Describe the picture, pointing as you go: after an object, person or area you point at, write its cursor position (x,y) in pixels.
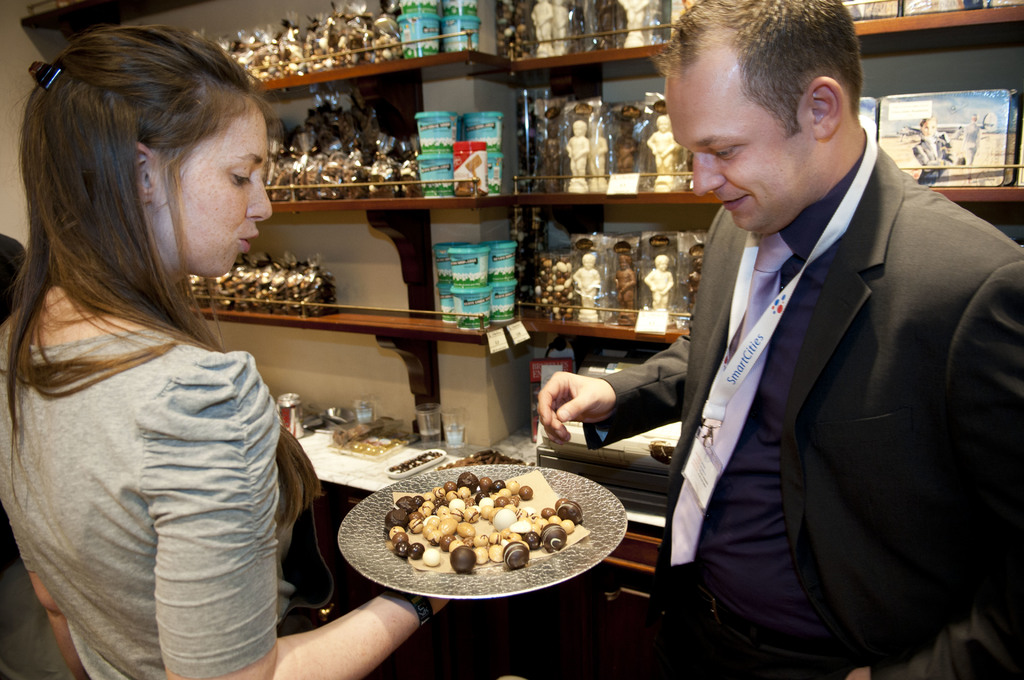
In this picture I can see there is a woman (246,640) standing and she is holding a plate (582,505) with few candies (495,550) and in the backdrop (517,329) there is a shelf (396,231). There are few chocolates (581,264) packed in the carry bags (618,256).
